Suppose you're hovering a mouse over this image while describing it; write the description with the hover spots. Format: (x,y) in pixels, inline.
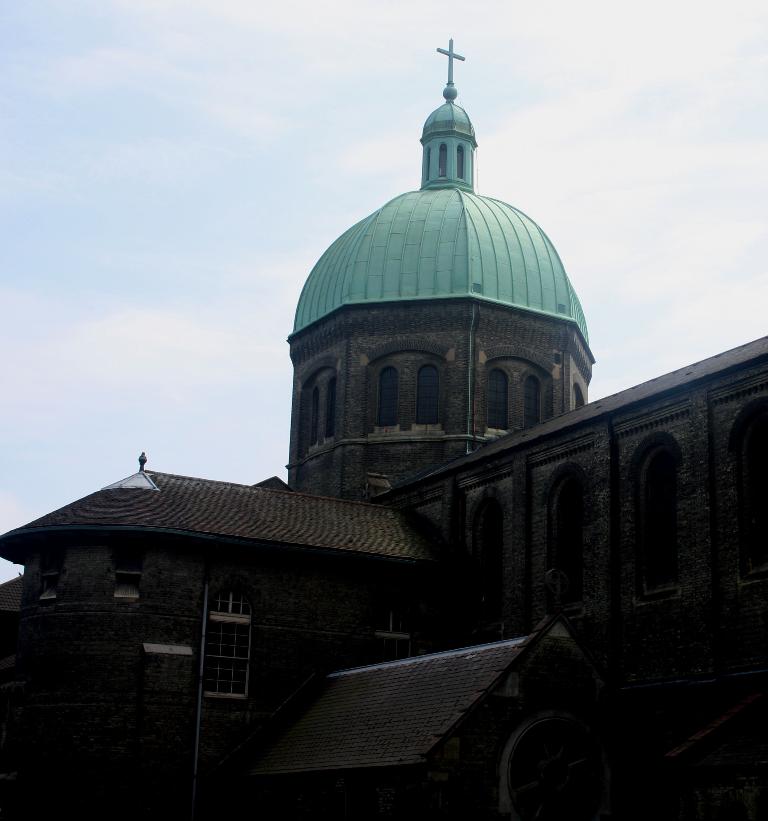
In this picture we can observe a building (528,625) which is in brown color. We can observe a green color dome (434,229) and a cross (451,64) on the building (436,258). In the background (182,224) there is a sky (270,201).
